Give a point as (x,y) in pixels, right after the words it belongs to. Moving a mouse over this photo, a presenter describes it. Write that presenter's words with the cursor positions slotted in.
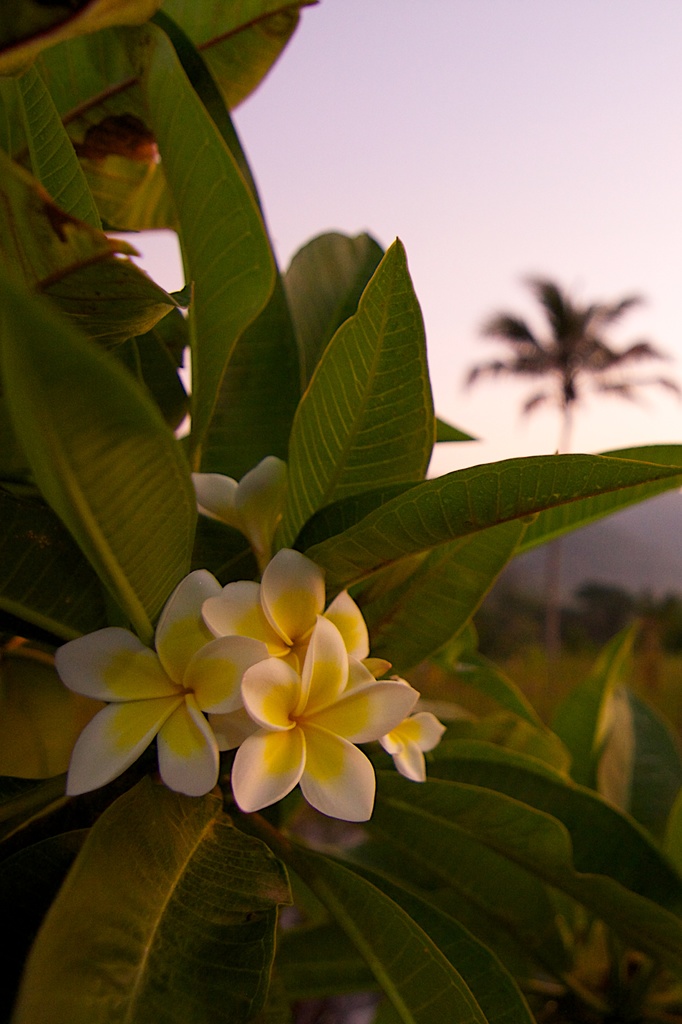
In this image there are flowers (209,675) and leaves (403,846), in the background (599,604) there are trees (567,384) and it is blurred.
